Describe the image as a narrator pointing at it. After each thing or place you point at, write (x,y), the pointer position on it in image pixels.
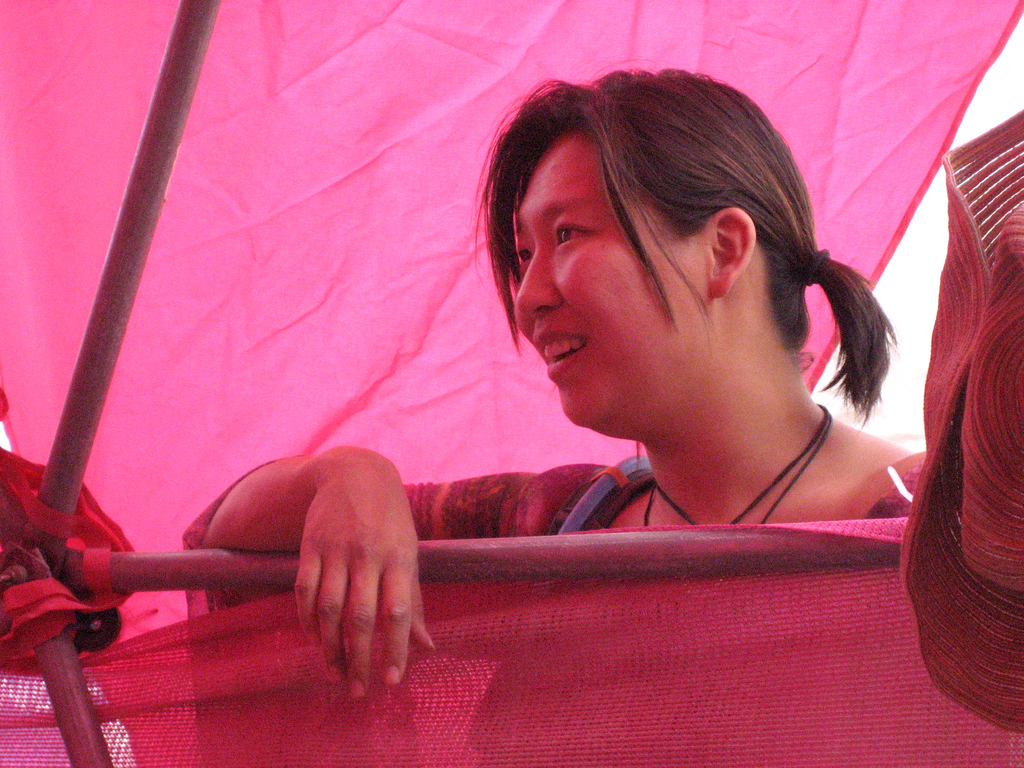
In the image we can see a woman (744,470) wearing clothes (911,469), necklace (763,496) and she is smiling. Here we can see the rod (85,407) and pink cloth (417,444).
